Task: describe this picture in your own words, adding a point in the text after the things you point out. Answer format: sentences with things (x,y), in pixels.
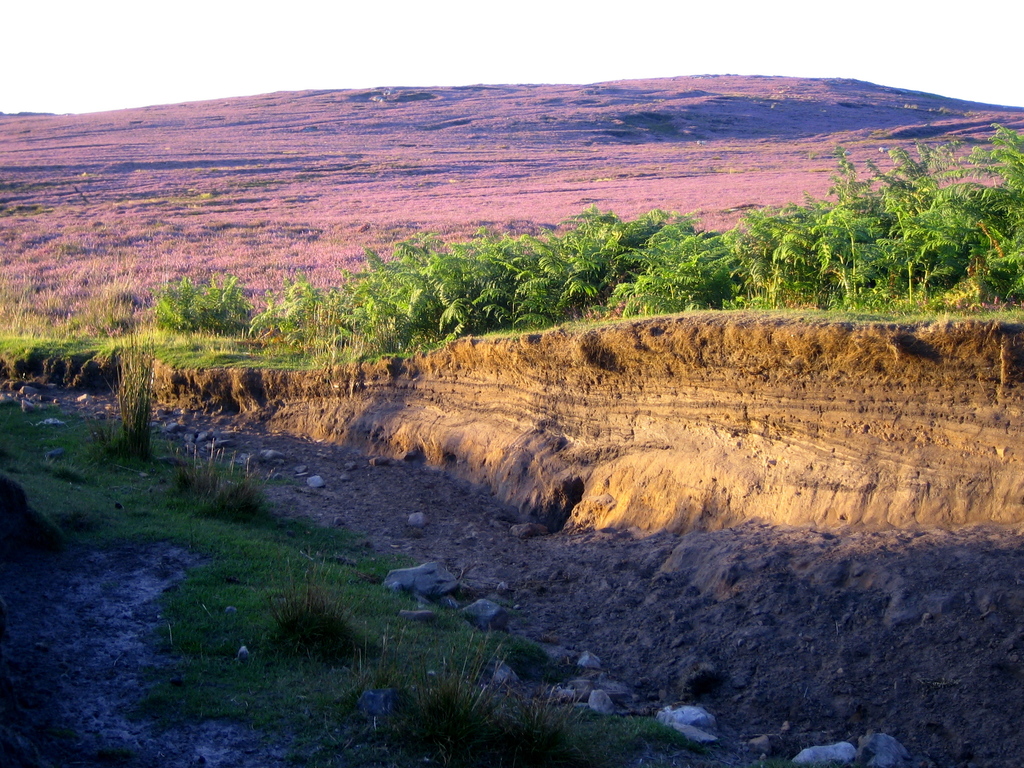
In this image, we can see so many ferns (441,300), plants (956,303), grass (358,649), stones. Background (819,125) there is a mountain (526,149). Top of the image (423,72), there is a sky (354,68).
